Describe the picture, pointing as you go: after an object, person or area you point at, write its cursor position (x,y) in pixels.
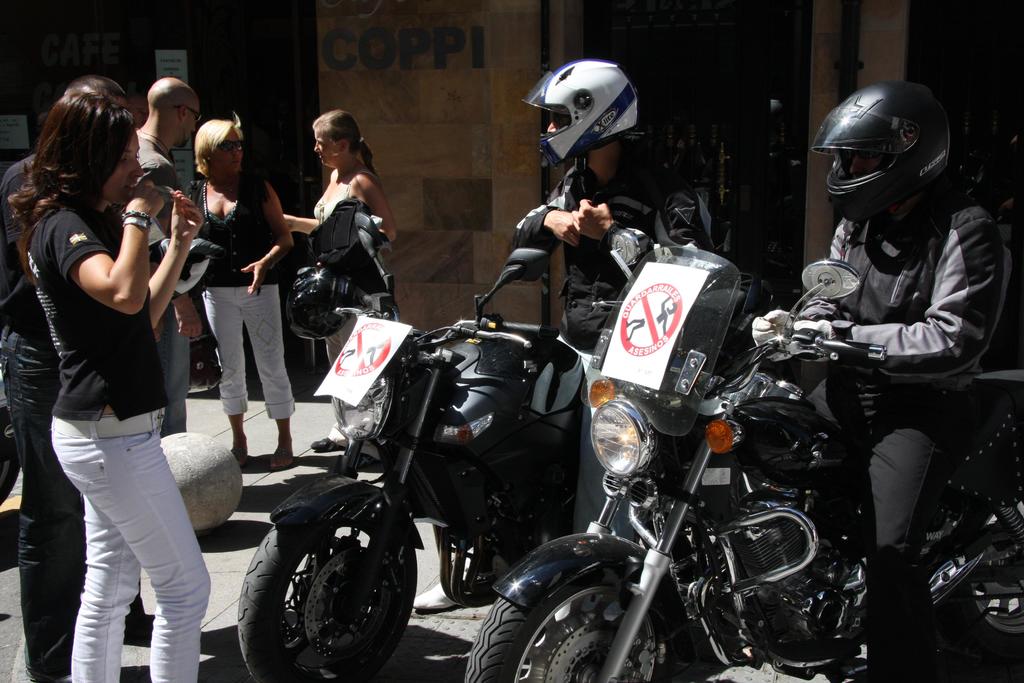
This 2 person (903,245) wore black jacket (918,247) and helmet (909,159) is sitting on a motor bike (605,405). This persons (124,528) are standing.
